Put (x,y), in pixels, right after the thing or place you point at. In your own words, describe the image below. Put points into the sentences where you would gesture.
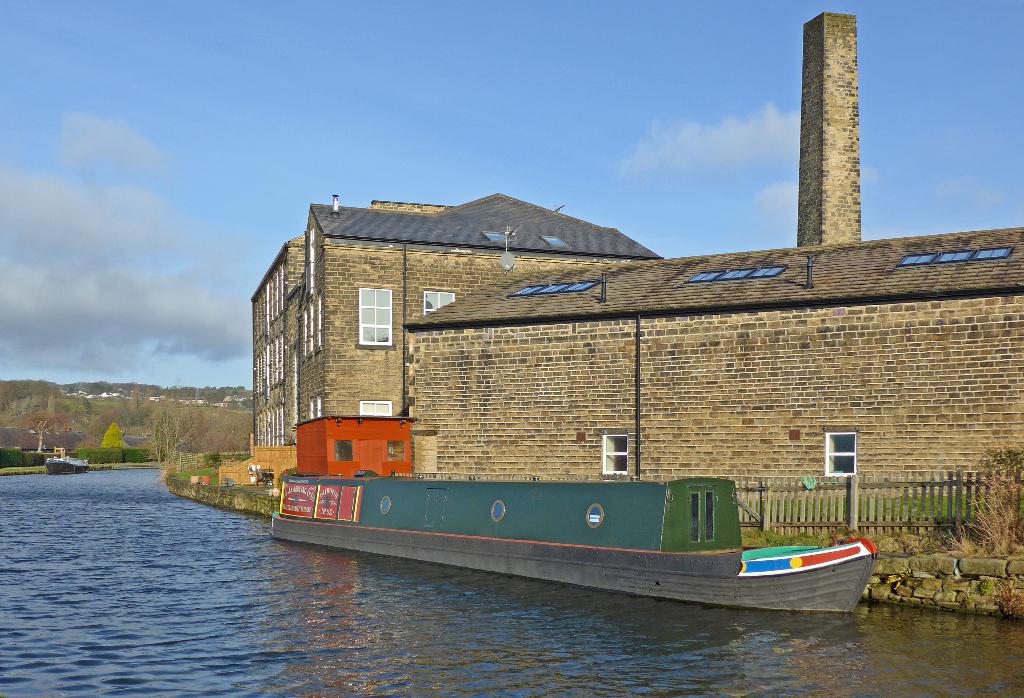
As we can see in the image there are buildings (818,351), fence (942,482), boat (663,504), water (333,572) and in the background (149,447) there are trees (163,435). On the top (246,124) there is sky (177,182) and clouds (142,254).
